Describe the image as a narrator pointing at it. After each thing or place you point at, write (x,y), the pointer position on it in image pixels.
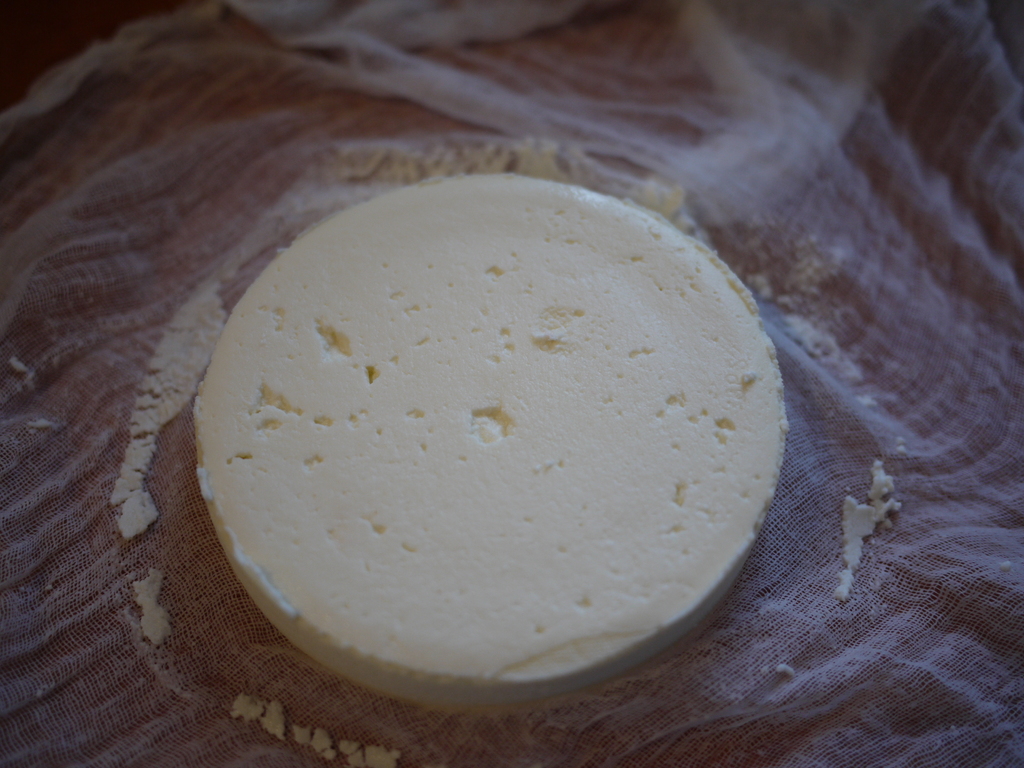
In this image there is a piece of tofu (519,484) on the white cloth (219,172).
